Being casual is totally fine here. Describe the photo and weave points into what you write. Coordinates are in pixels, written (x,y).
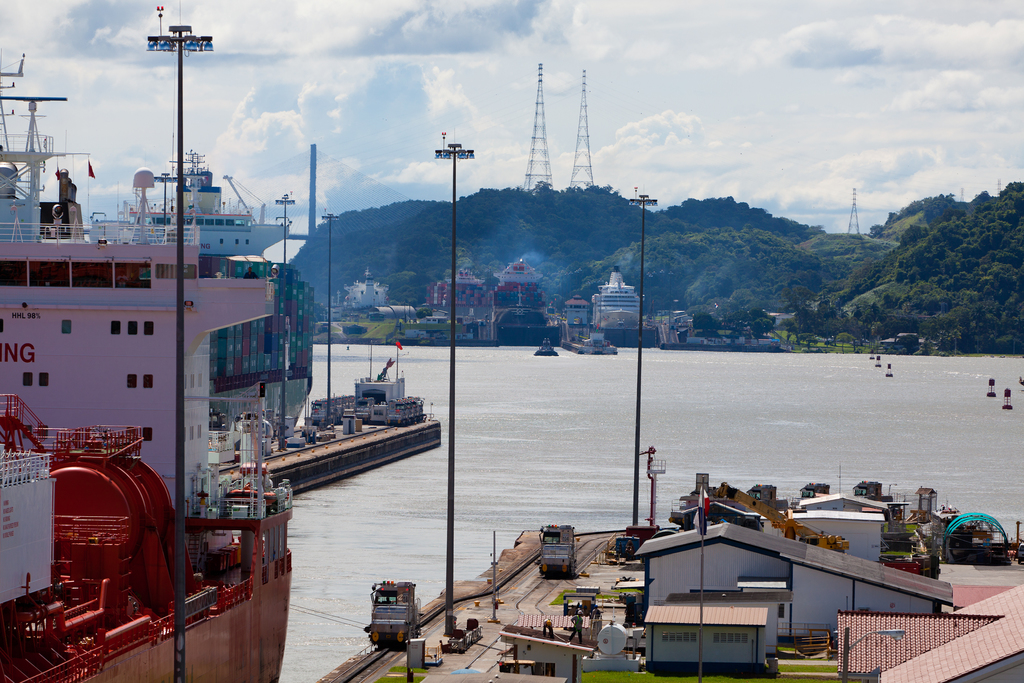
There is a dockyard (752,548) presenting in this picture. There are ships (233,457) on the left side of the image (205,510). There are towers (544,140) on the hill (573,189) which in the middle of the image (551,256). There is a sky (477,75) at the top of the image (481,62).
